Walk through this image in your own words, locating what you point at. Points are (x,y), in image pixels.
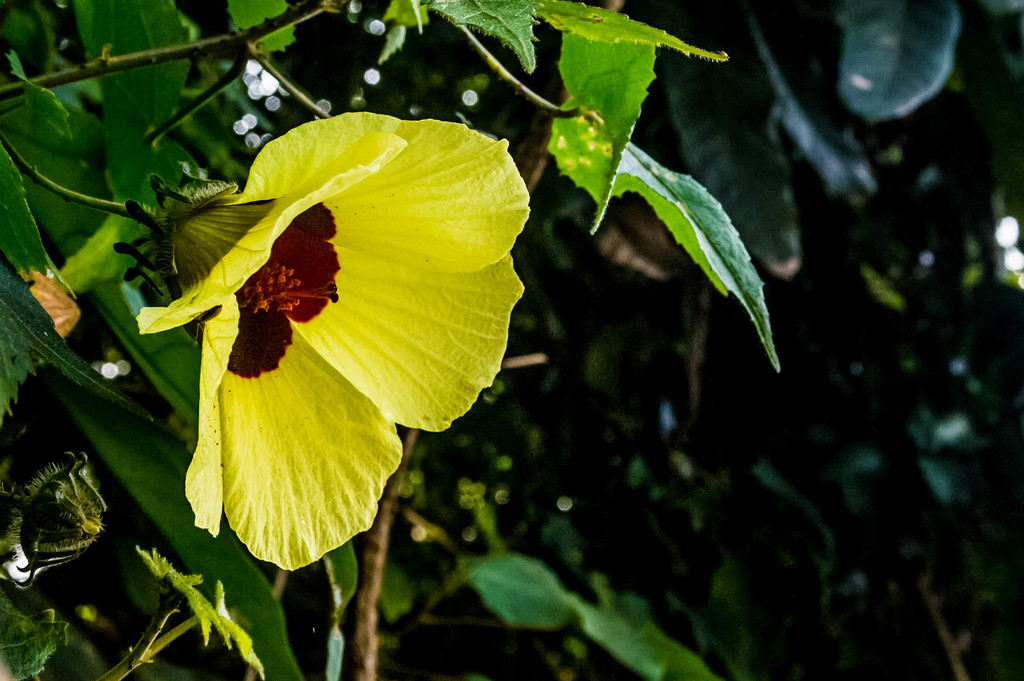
In this image there is a plant (168,286) having a flower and a bud (41,475). Background (837,598) there are few plants (613,425) having leaves (231,634).
